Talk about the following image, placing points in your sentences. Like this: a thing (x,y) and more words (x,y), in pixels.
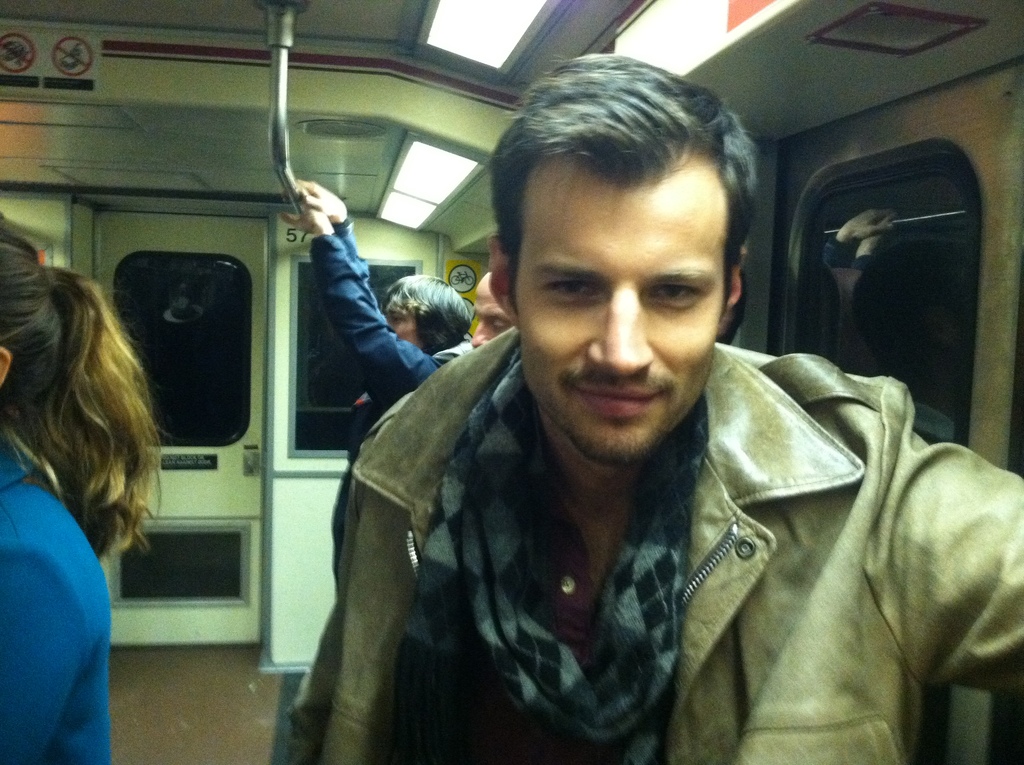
In the image I can see people (514,385) are standing in a train (330,535). In the background (364,342) I can see a person (391,357) is holding a metal rod (291,175). I can also see windows (869,355), lights (407,181), a door (200,479) and some other objects (206,557).
